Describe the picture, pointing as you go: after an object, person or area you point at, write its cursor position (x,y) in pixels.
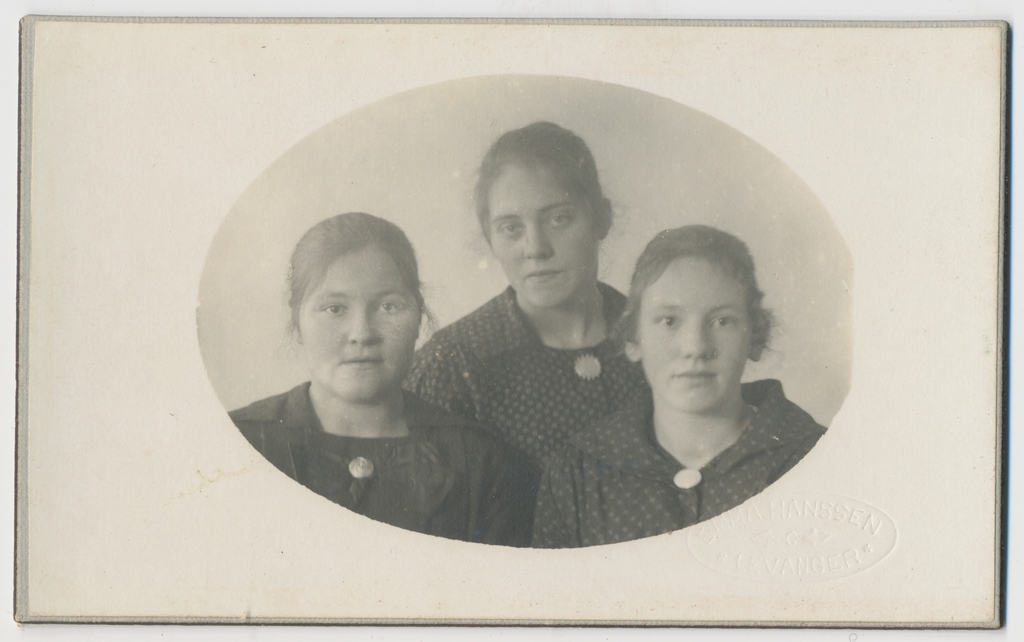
In this picture I can see the three girls (589,351) in the middle (501,361), this image is in black and white color, it looks like a photo frame (202,565).
